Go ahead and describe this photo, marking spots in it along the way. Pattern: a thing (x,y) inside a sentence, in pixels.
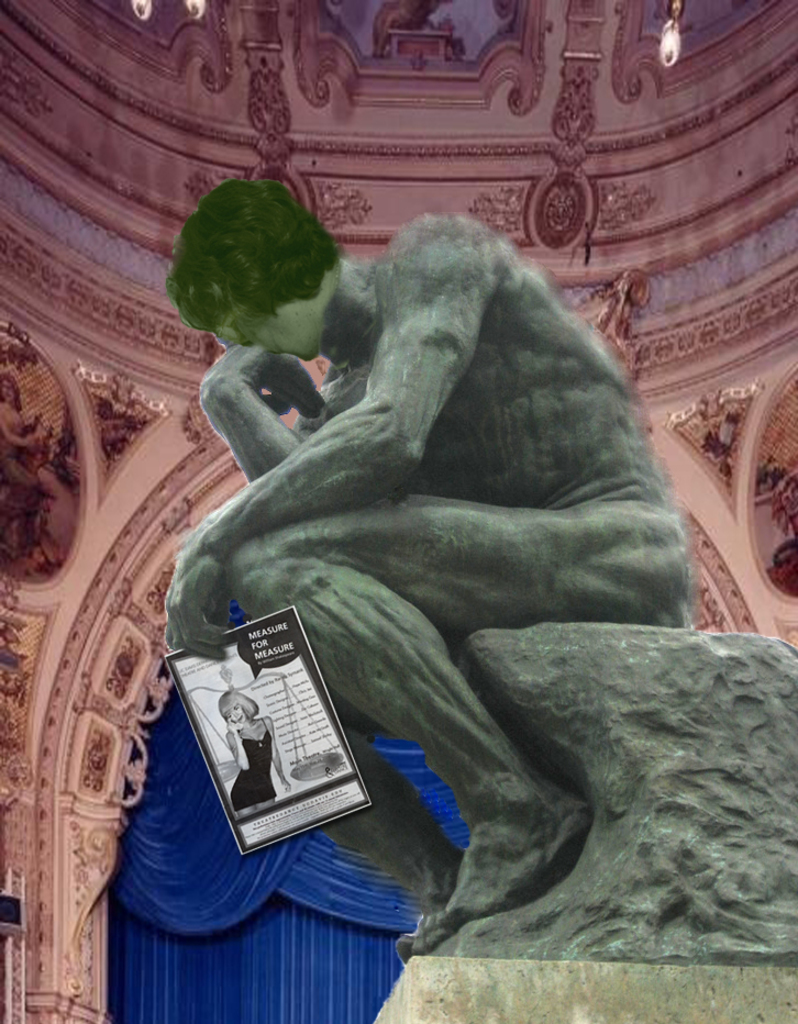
In this image we can see a statue (489,590) of a human being (480,596) which is green in color and there is a poster (254,716) and in the background of the image (420,81) there is pink color theatre interior (167,91).
